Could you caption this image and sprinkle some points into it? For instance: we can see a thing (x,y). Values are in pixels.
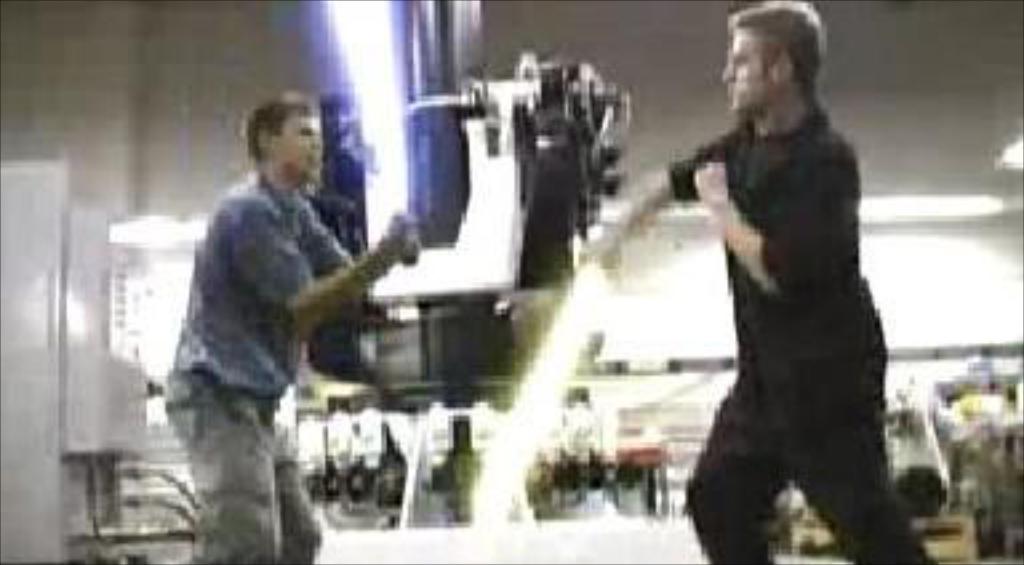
In this image we can see men (182,403) standing on the ground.
